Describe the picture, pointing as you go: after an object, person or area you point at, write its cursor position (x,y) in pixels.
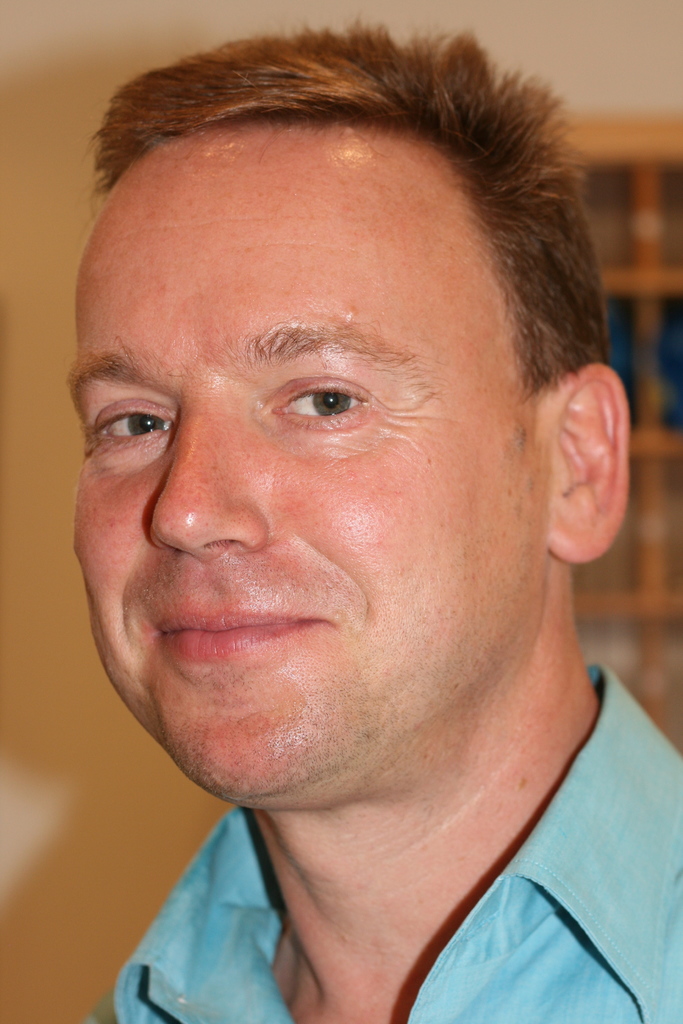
This image consists of a man (514,916) wearing blue shirt (547,933). In the background (6,320), there is a wall (74,14) along with window (655,513).
